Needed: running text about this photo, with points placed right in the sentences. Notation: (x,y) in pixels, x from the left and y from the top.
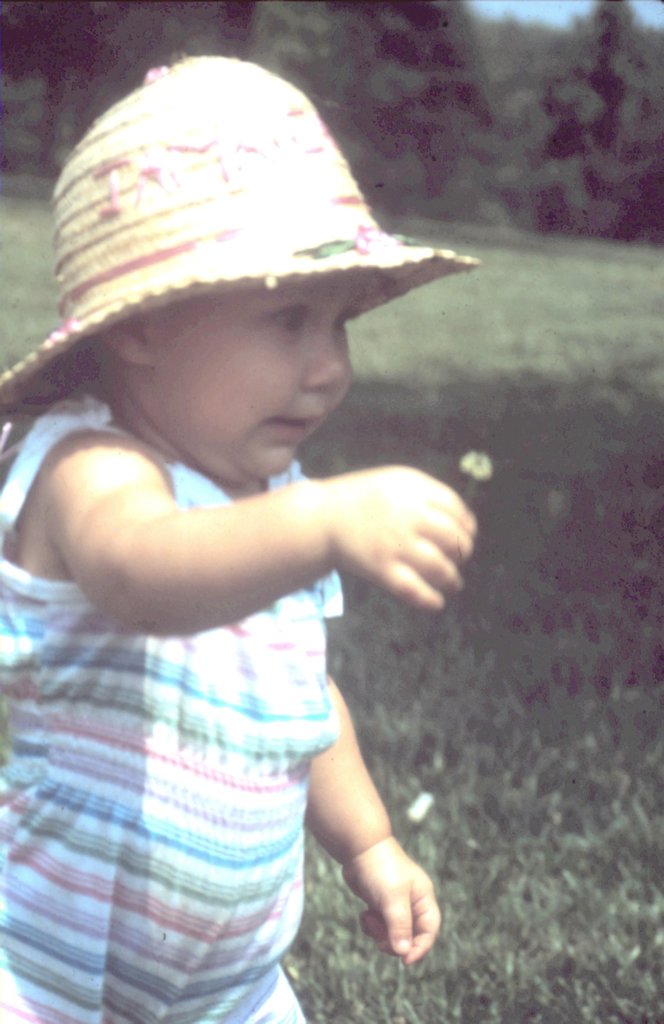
In this picture there is a boy (79,600), who is wearing hat (227,252) and dress (183,732). He is holding a stem (478,465). In the background (2,51) we can see many trees (419,164). On the top right corner (497,16) there is a sky (487,9). Here we can see grass (650,620).
